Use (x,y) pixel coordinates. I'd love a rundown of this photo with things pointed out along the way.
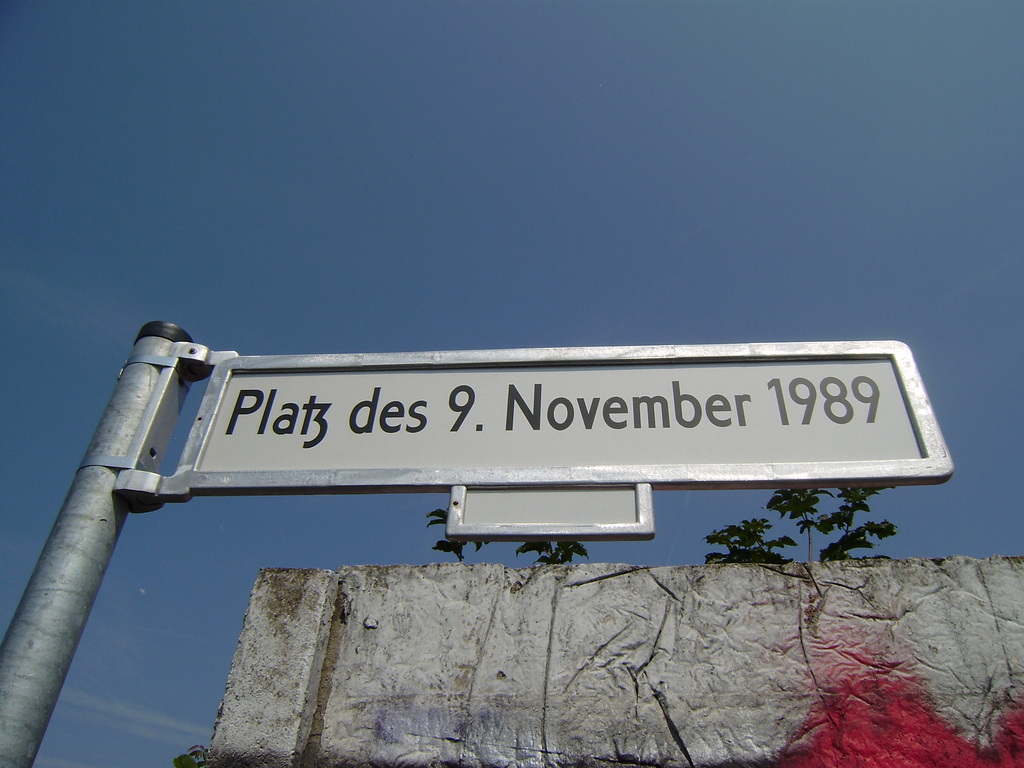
In front of the image there is a board (517,425) with some text (782,393) on it. Behind the board (562,417) there is a painting (1018,685) on the wall (707,681). There are trees (762,550). At the top of the image (586,130) there is sky (576,89).
